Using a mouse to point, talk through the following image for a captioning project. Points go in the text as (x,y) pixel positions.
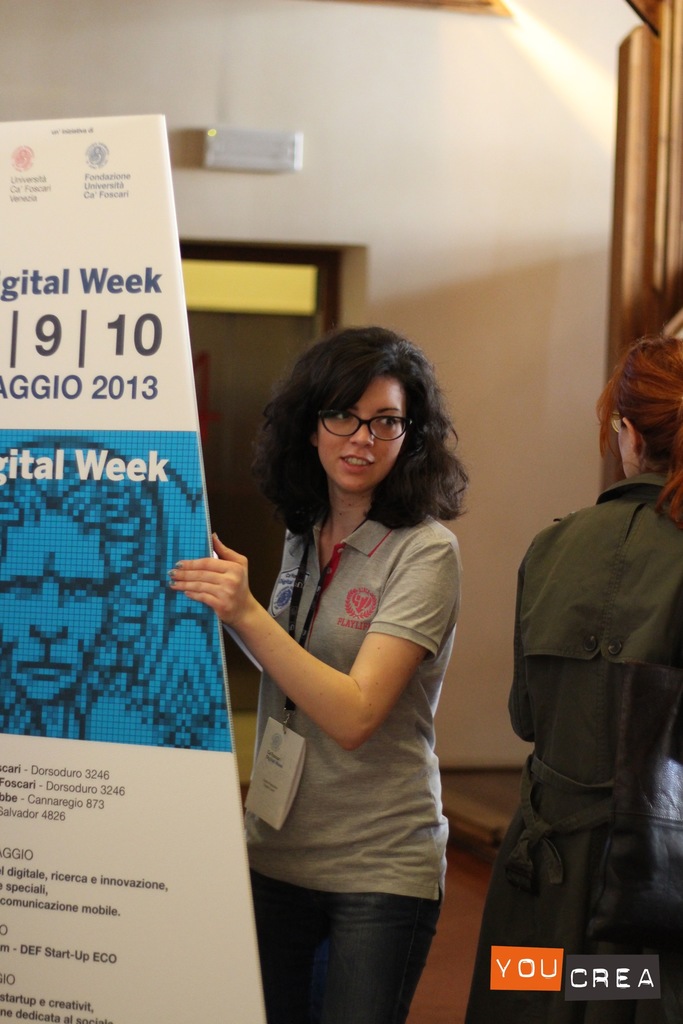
In this image we can see two women (538,646) standing in a room (460,653), a woman (379,711) is holding a board (41,412) with text (72,393) and a picture (103,629) on the board (126,611) and in the background (478,344) there is a wall (465,192) and a white color object (254,170) to the wall (540,226).
